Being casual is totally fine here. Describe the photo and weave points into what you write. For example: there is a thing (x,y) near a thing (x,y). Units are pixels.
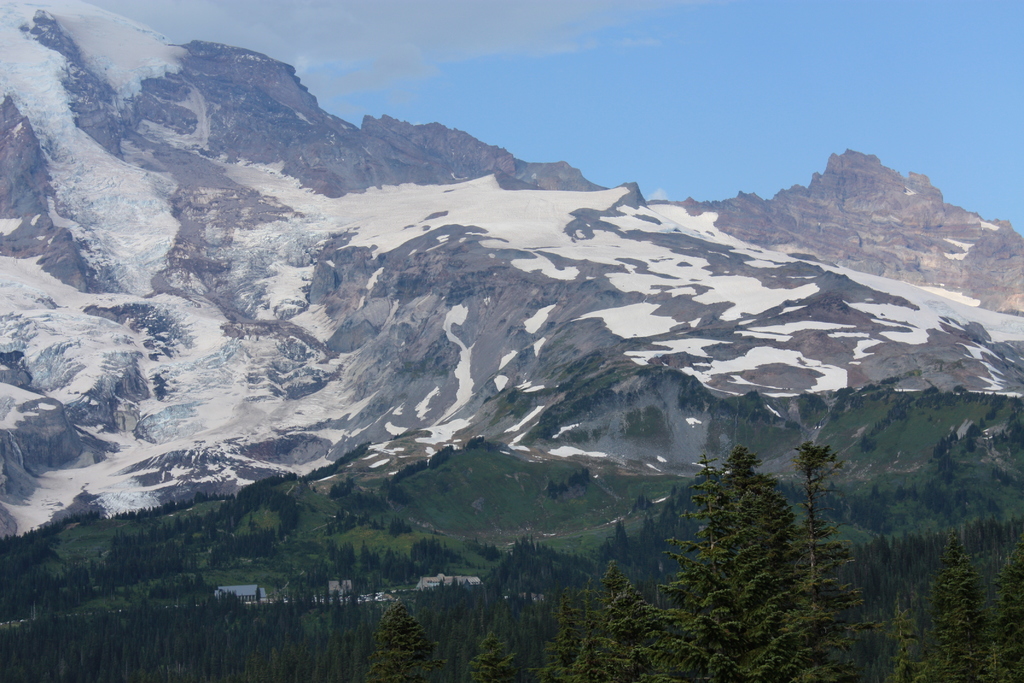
In the picture I can see few trees (525,633) and buildings (428,579) and there are few mountains (416,252) covered with snow (416,252) in the background (455,198).
